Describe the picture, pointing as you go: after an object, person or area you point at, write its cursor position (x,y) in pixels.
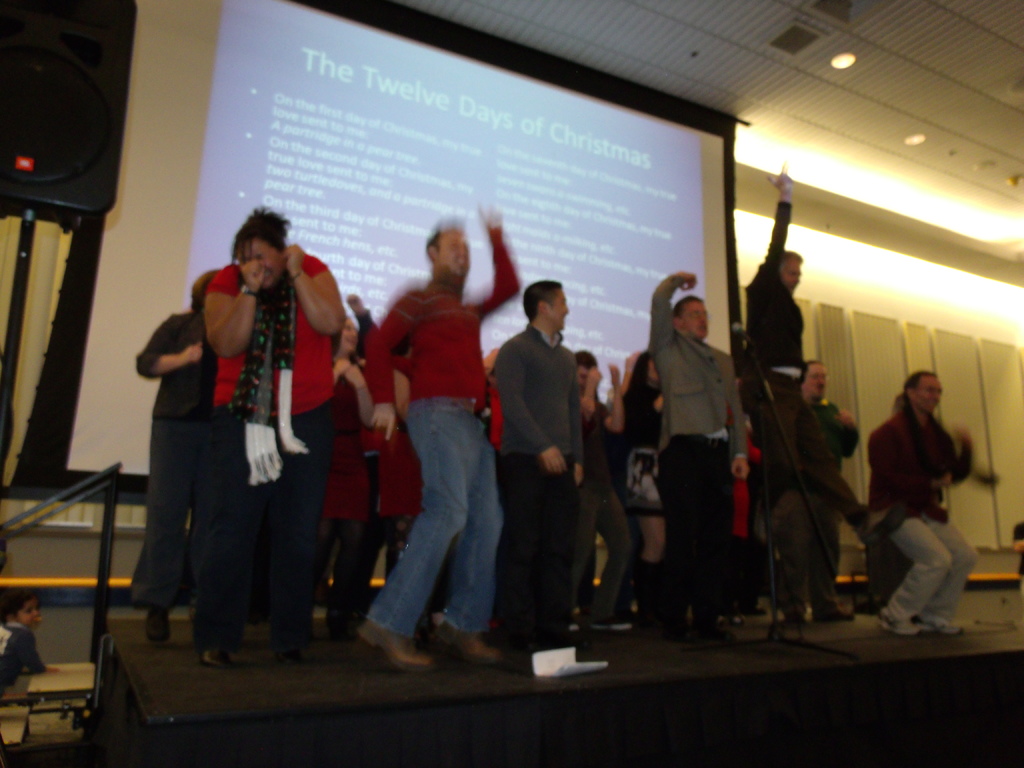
In this picture I can see a group of people (491,490) in the middle (462,494), in the background (374,42) there is a projector screen (615,237). At the top (1022,230) there are ceiling lights (928,204), on the left side (29,630) there is a kid (19,620) on the stairs (47,675).
